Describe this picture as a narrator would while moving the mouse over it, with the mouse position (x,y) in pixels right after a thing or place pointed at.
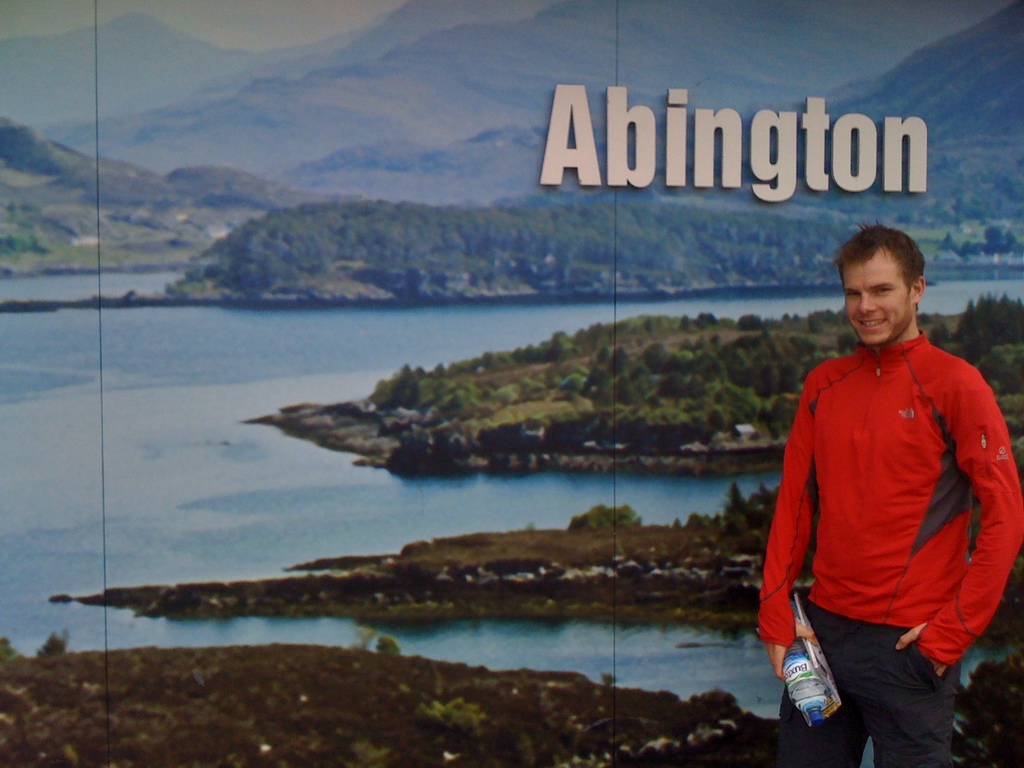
This is an edited image, on the right side (883,721) a man (936,650) is standing, he wore a red color coat (973,599) and trouser (941,712). behind him there is water (243,504), there are trees (564,228) in this image. At the top (919,166) there is a text (909,127) in white color.
